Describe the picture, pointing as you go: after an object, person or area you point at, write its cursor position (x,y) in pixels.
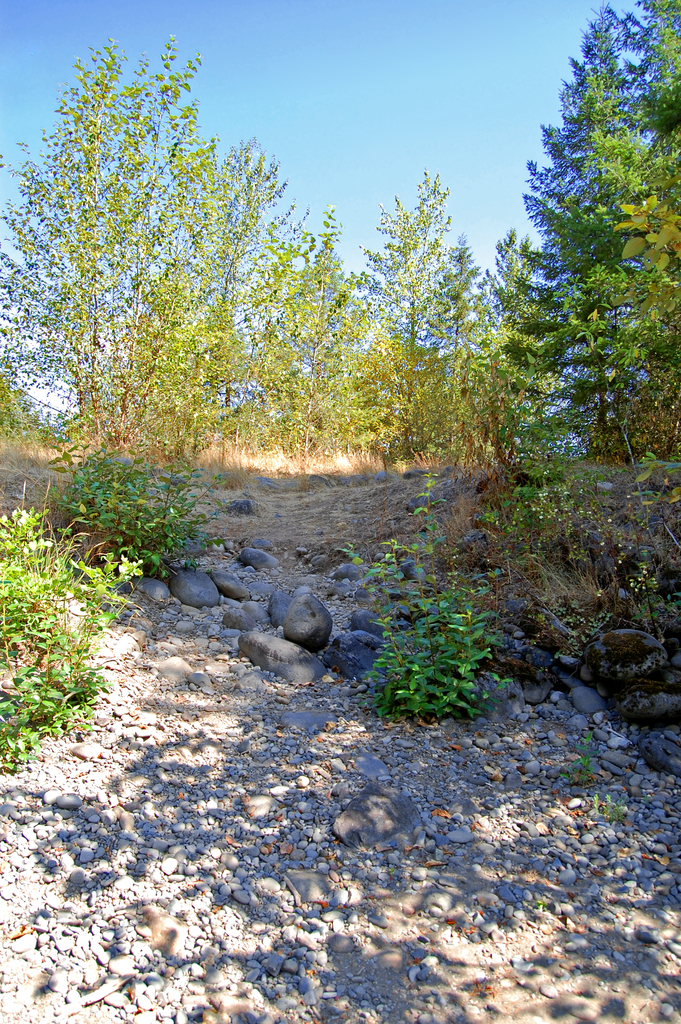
In the image, there are many trees (151,128) and plants (20,527) and in between the trees (525,430) there are some stones (224,815) and sand (228,489).
